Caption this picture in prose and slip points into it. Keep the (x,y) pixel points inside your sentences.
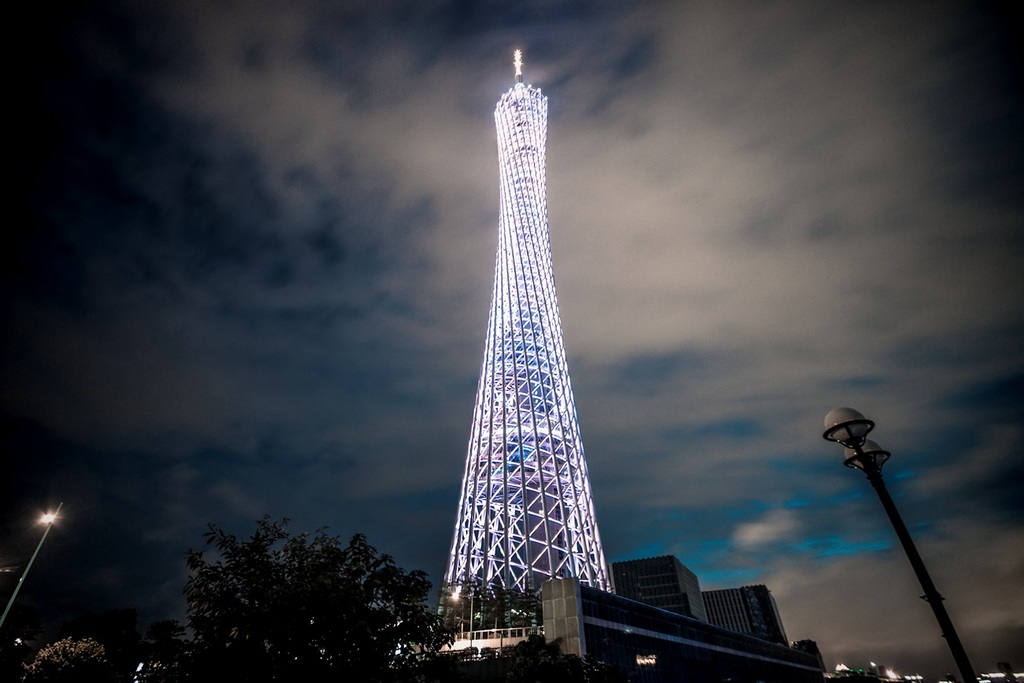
In the center of the image (515,412), we can see a tower (502,259) with lights (478,392) and there are buildings (729,616), trees (371,567), poles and street lights (878,480). At the top (725,111), there are clouds (784,222) in the sky (697,287).
